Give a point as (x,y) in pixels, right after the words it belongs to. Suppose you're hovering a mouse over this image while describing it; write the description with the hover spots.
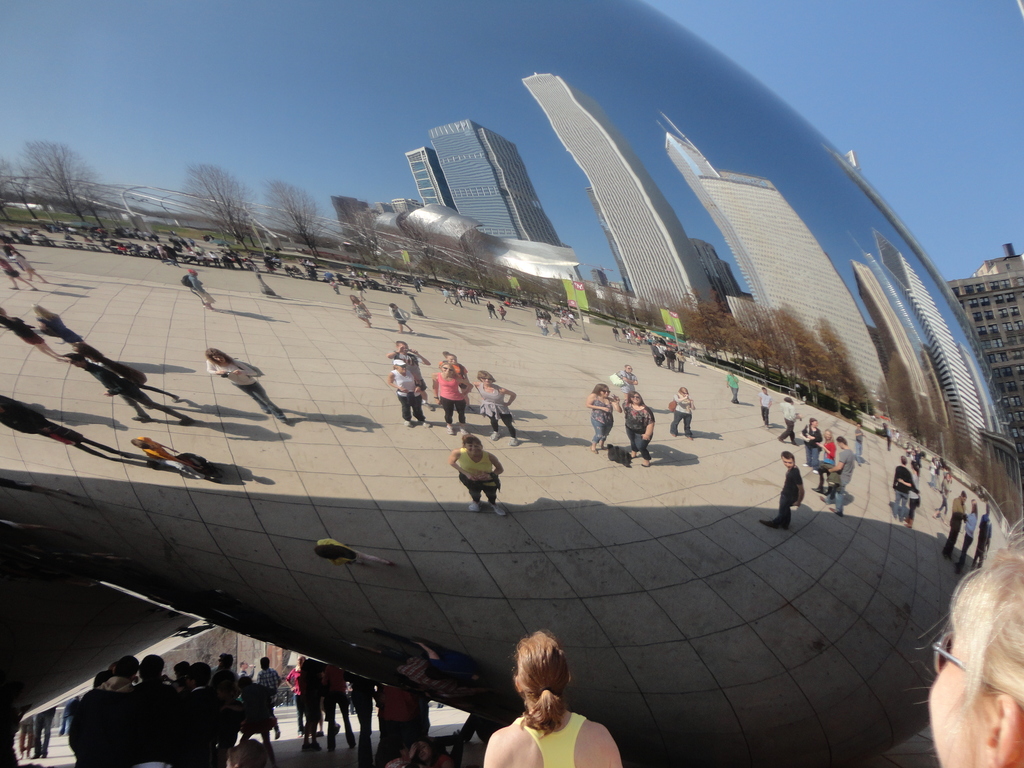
In this image we can see a few buildings (494,228) and people (602,433) standing, there are some trees (293,213), poles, boards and windows (515,199), in the background (390,101) we can see the sky (797,72).
